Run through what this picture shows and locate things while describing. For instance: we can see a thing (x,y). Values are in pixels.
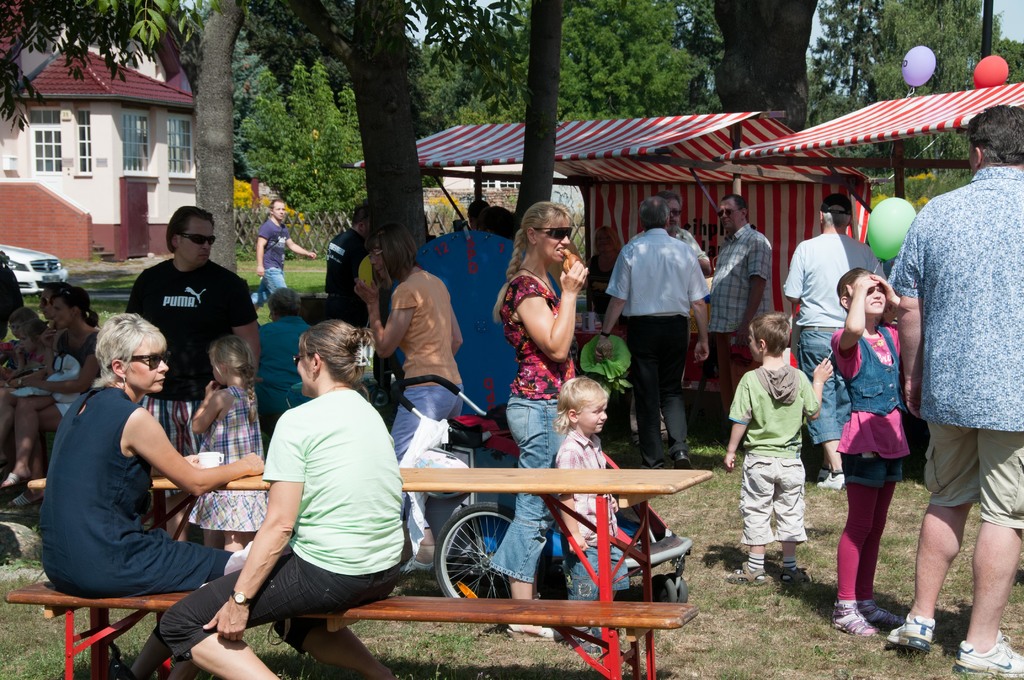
Here in the front (309,509) we can see two women (297,509) sitting on the bench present on the ground (717,506) over there and we can see other people (229,371) standing and walking all over there and we can see the ground (810,469) is covered with grass (900,499) and we can see some tents (671,189) also present and we can see balloons (880,252) here and there and we can see trees (290,128) and plants (631,55) present all over there and on the left side (98,166) we can see house (175,200) present with windows (176,144) present on it over there and we can also see a car (45,265) present on the road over there.
